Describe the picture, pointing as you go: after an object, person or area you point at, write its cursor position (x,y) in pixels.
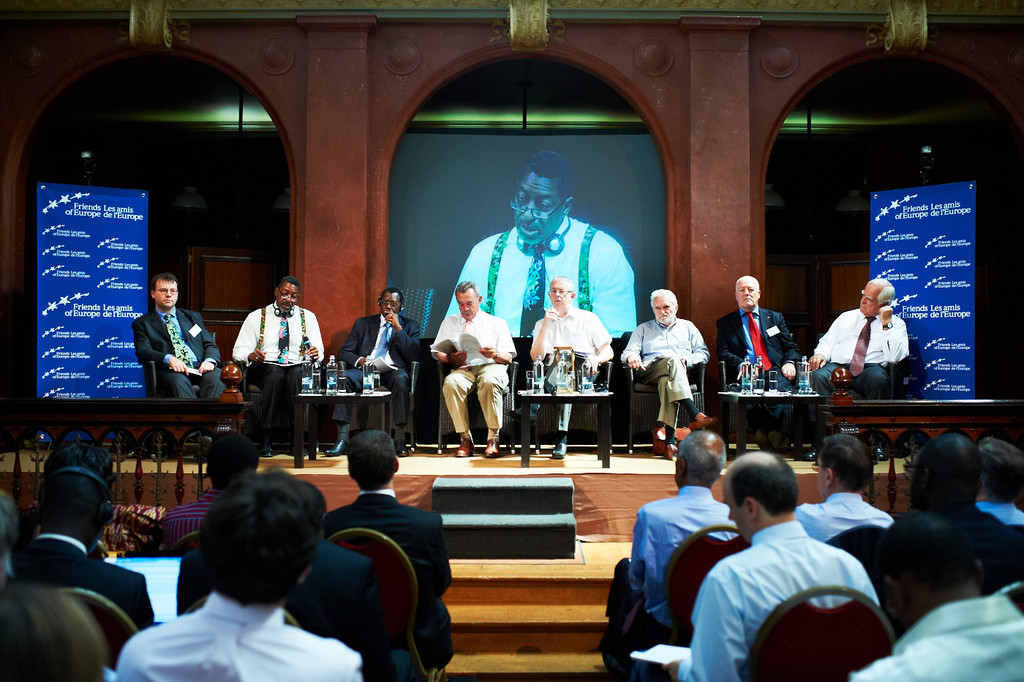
In this picture we can see some persons (601,356) sitting on the chairs (512,390). In the front (947,650) bottom side there are some persons (651,512). sitting and listening to them. In the background (455,272) there is a projector screen (598,250) and two roller poster (949,246) on both sides. In the background (269,101) there is an arch design wall (407,94).
